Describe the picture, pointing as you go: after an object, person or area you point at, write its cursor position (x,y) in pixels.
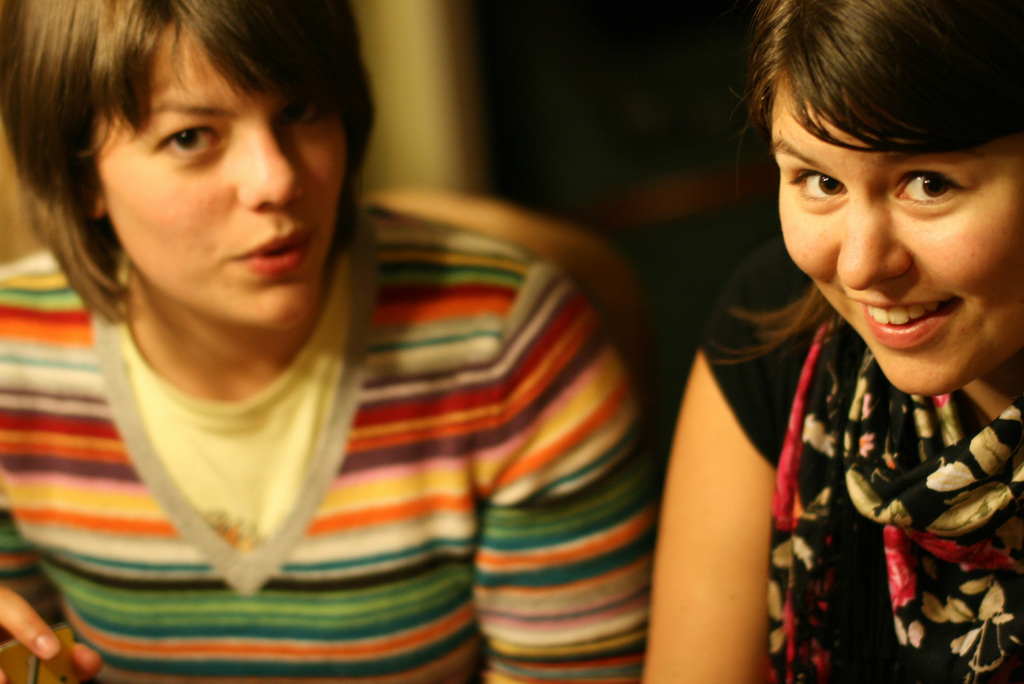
In this image there are two persons (246,459) in which one of them is holding an object (14,660).
